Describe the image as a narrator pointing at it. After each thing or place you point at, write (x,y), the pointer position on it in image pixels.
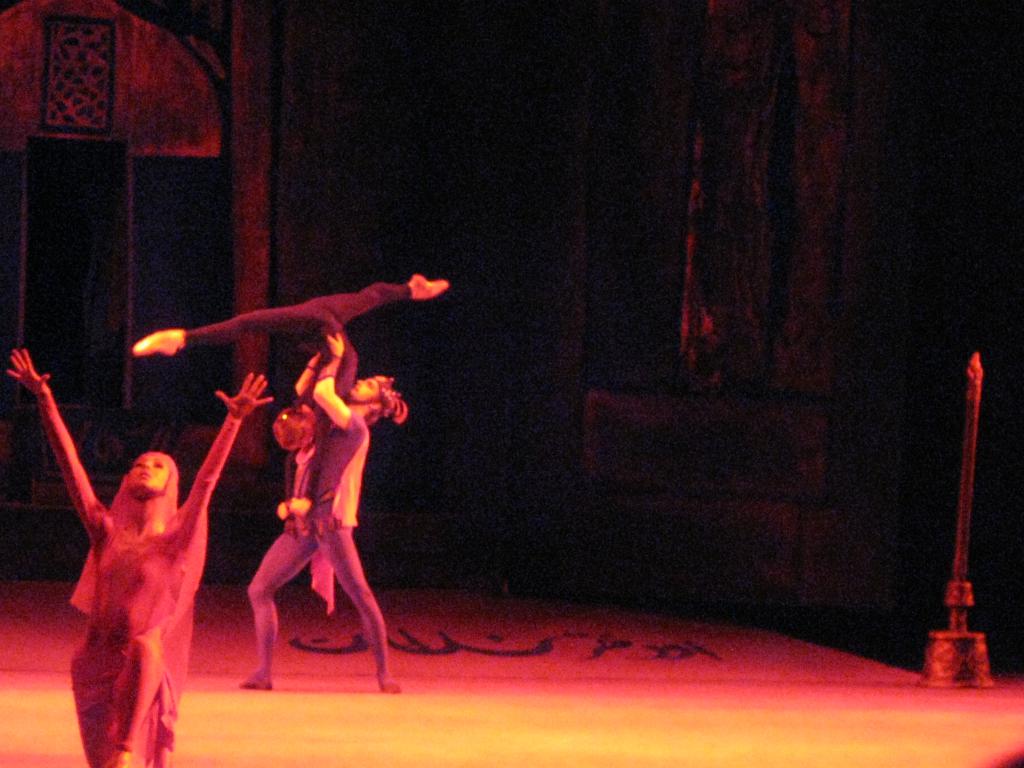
In this image we can see three persons (351,518) are dancing on the floor (785,762). Here we can see an object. There is a dark background (885,476) and we can see wall (771,572).
